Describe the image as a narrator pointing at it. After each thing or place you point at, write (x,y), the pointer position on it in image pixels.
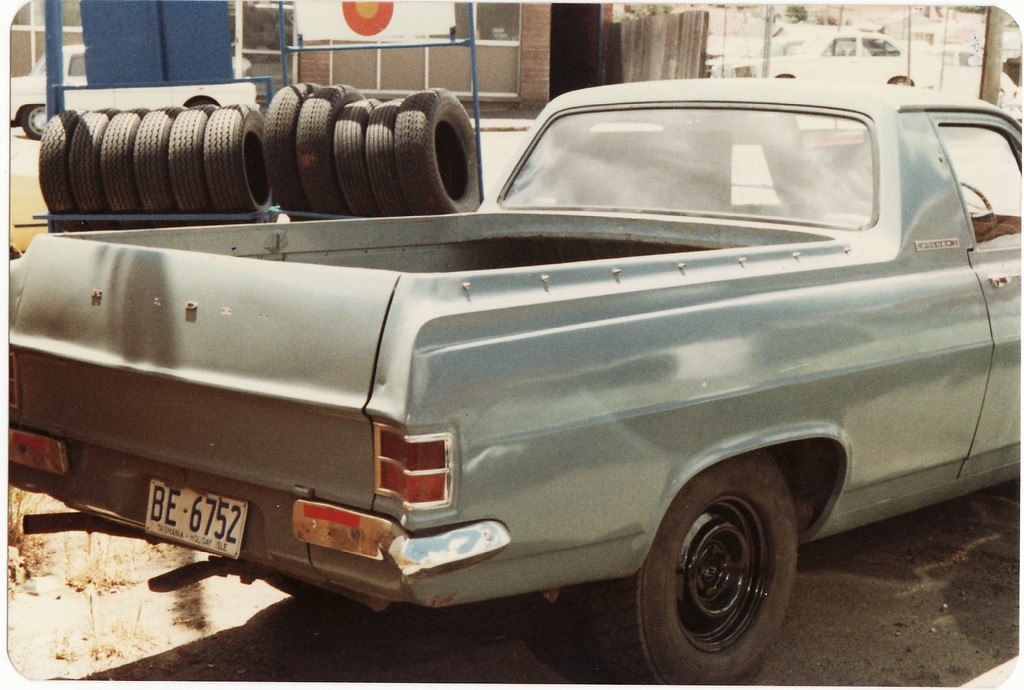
In this image there is a vehicle (763,370) on the road (22,133), behind the vehicle (690,566) there are a few tires (155,130) arranged in the rack (272,119), behind the rack (210,77) there is another vehicle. In the background (252,59) there is a building (564,76), beside the building (272,60) there are a few vehicles (799,45) and trees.
